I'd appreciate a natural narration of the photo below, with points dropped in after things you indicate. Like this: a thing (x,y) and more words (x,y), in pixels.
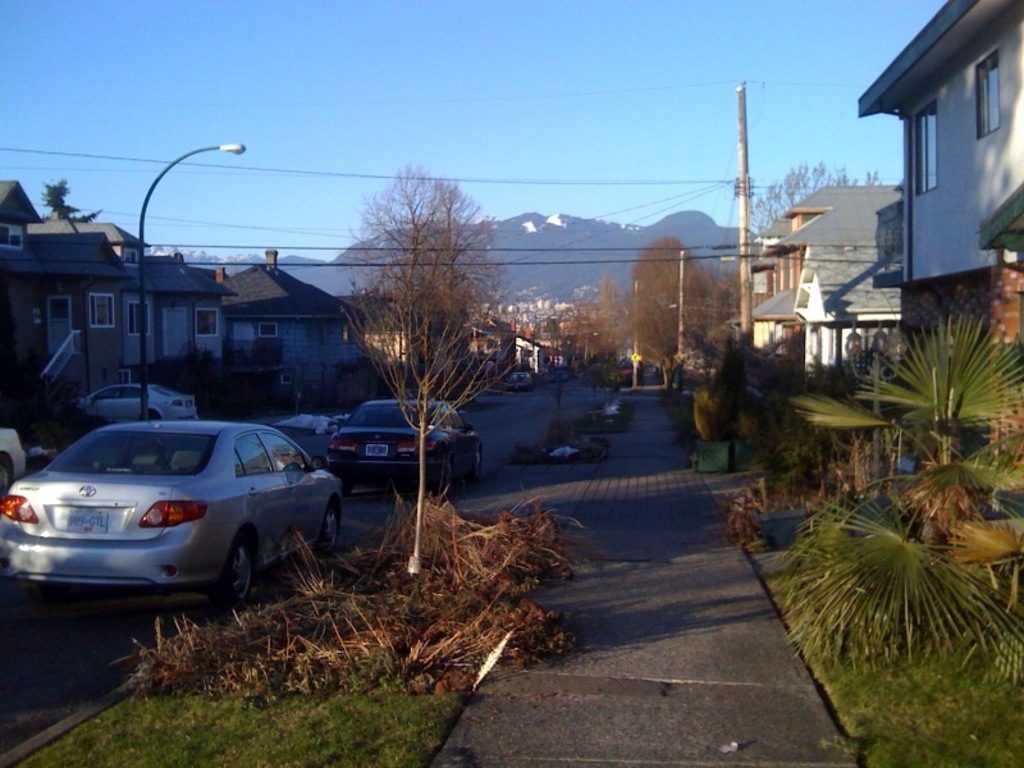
In this picture we can see some buildings (895,274), on the left side (269,495) there are cars (432,456), we can see grass (402,703), trees (729,313) and plants (699,408) on the right side (713,417), there is a hill (648,230) in the background (628,230), we can see poles (741,298) in the middle (679,313), there is the sky (460,80) at the top of the picture (504,52).
